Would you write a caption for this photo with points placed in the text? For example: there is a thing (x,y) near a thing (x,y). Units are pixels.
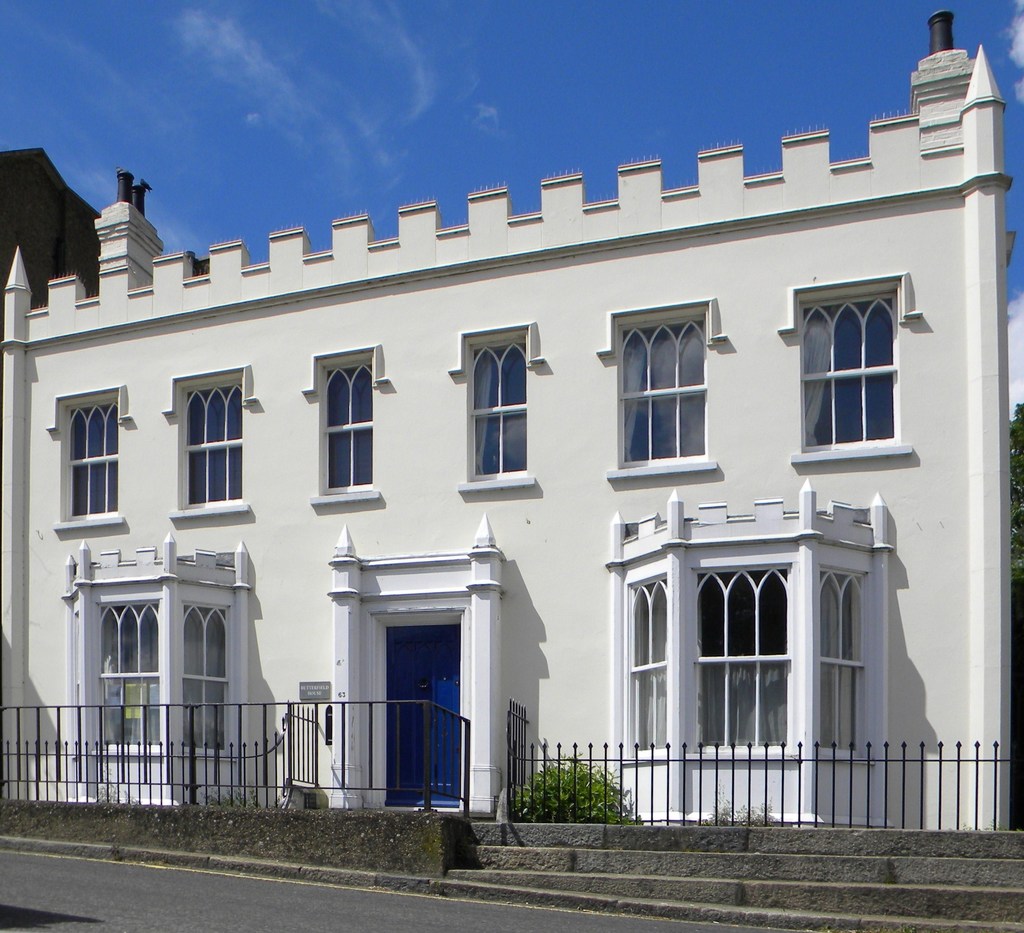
In this image there is a building (607,586), in front of the building (711,770) there is a plant (550,776) and railing (543,762), in front of that there is a road (417,901). In the background (423,109) there is the sky (418,153).
